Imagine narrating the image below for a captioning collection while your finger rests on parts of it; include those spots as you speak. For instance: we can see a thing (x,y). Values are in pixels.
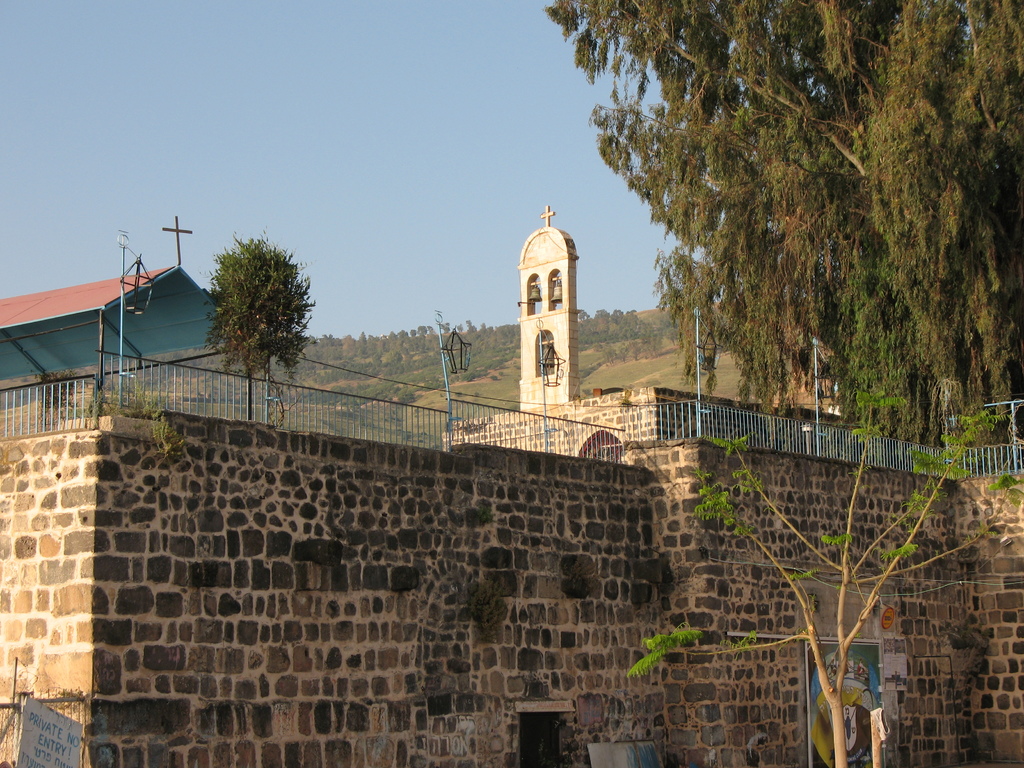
In this image there is a church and there are trees (242,355), in the background (412,338) there is the mountain (412,338) and the sky (338,96).
